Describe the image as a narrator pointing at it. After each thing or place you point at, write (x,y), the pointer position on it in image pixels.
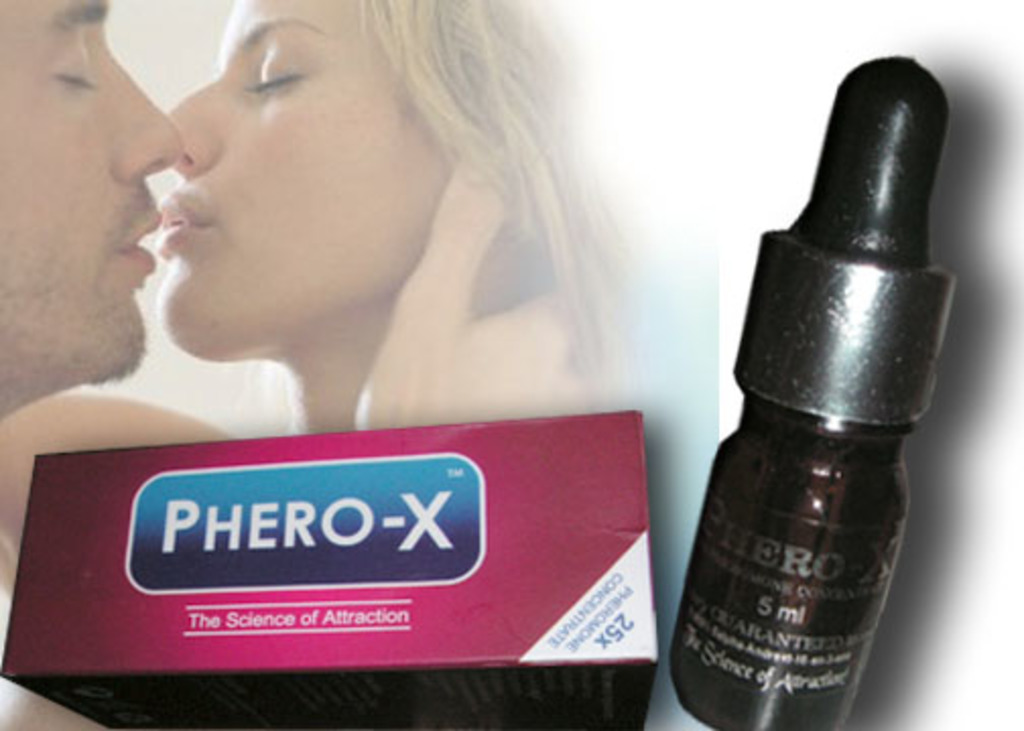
This image consists of a poster (632,241). Here I can see a woman (345,198) and a man (49,223). At the bottom of the image (323,647) I can see a pink color box (473,562) and a black color bottle (795,462).
